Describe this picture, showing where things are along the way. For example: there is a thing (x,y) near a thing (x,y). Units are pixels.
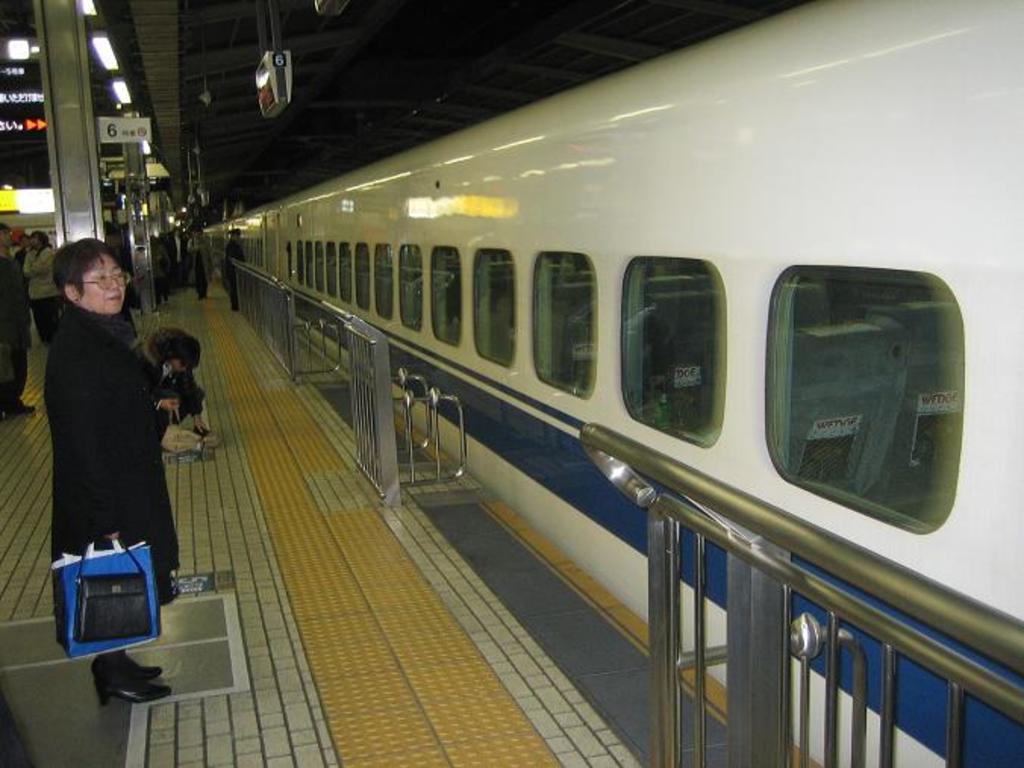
In this picture I can observe a railway station (294,480). There are some people (89,344) standing on the platform (345,640). I can observe a railing (264,276). On the right side (846,466) I can observe a train (630,189) which is in white and blue color. I can observe some lights (116,86) on the left side (142,143).
